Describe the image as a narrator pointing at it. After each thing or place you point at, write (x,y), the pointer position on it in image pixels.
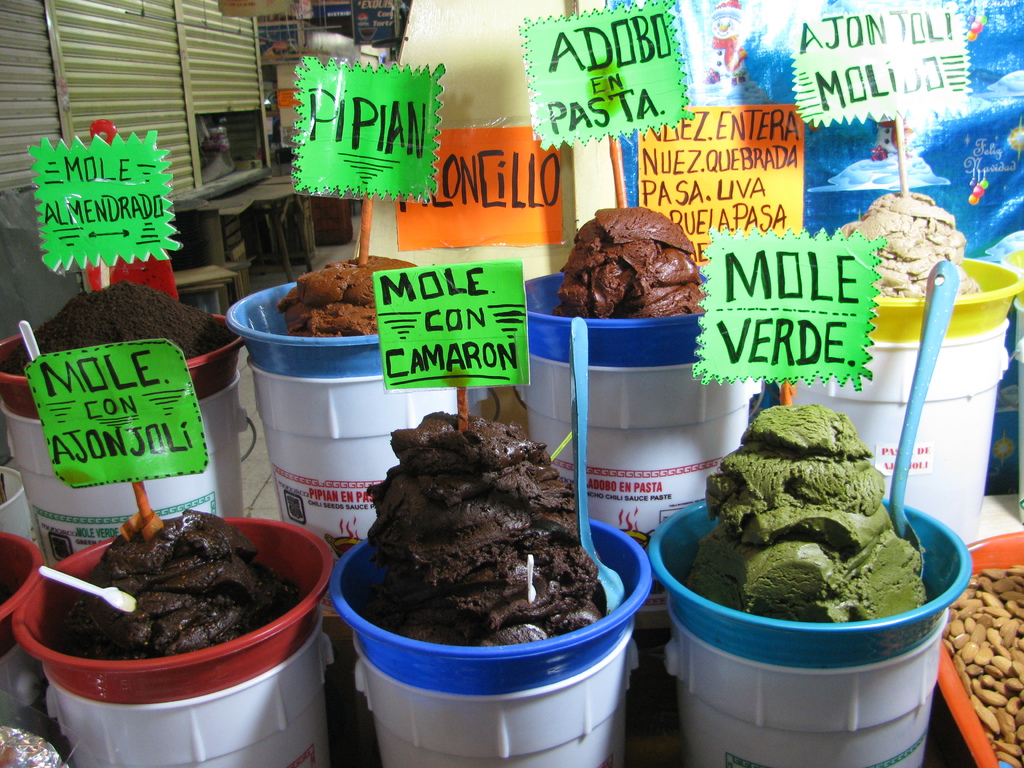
In this image we can see some buckets (612,516) of paste (556,597) with spoons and a board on it. On the right side (948,649) we can see some almonds (983,705) in a container (980,724). On the backside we can see some shutters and a wall (451,76).
